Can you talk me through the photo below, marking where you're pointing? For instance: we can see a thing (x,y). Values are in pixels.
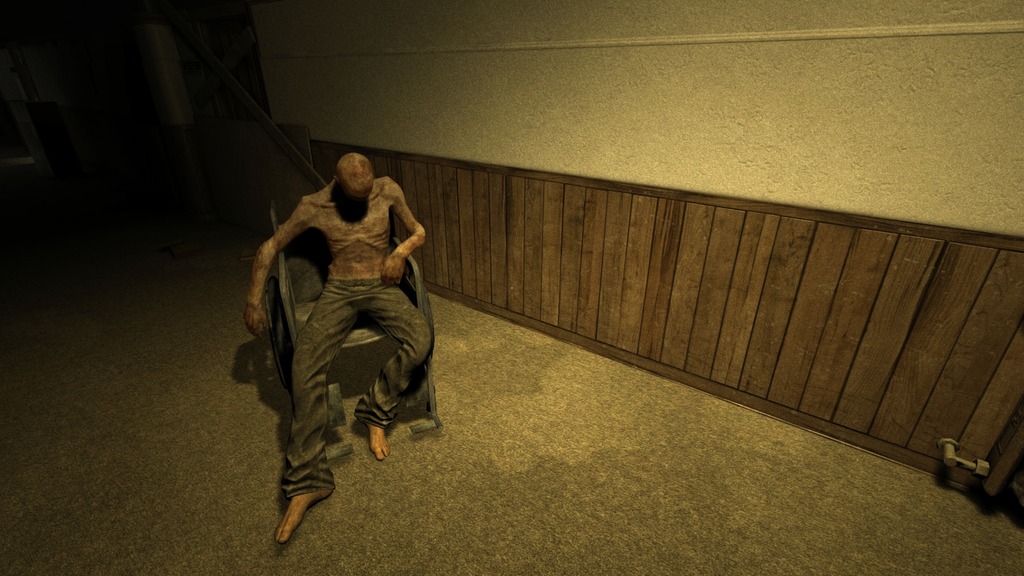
There is a person (342,333) wearing black pant (319,368) is sitting in a chair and there is a wooden object (674,270) attached to the wall (612,222) beside him.
